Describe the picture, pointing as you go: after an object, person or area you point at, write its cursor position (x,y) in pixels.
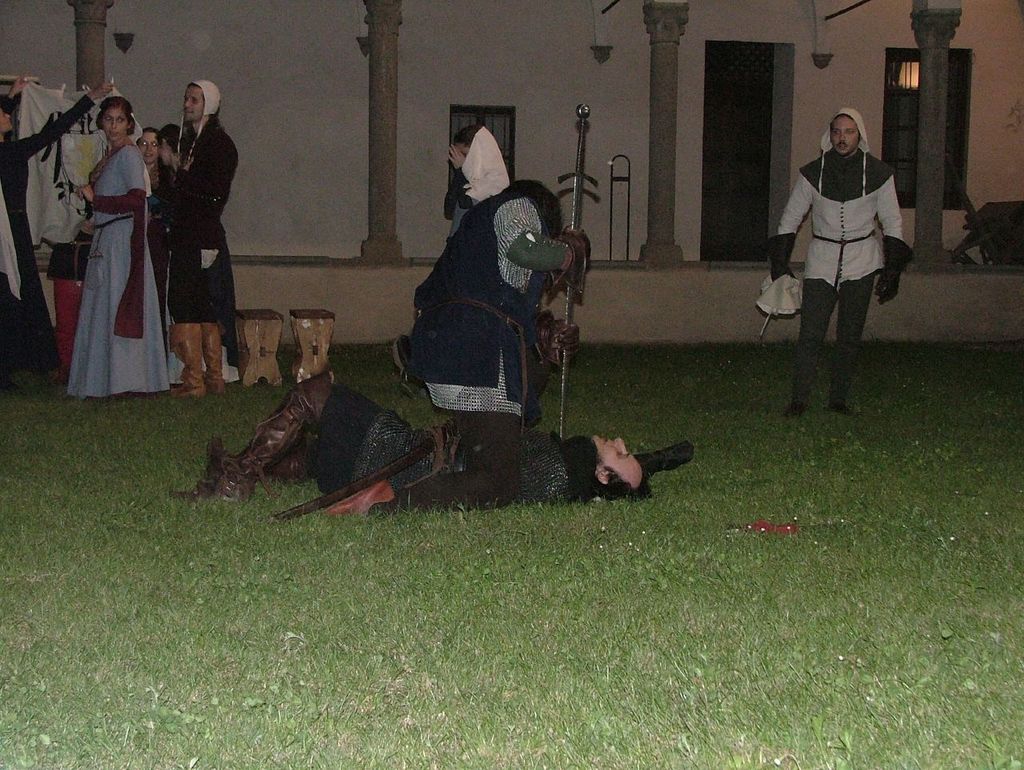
Here I can see two persons (487,386) wearing costumes (493,464) and fighting. In the background (135,251) there are some people (159,224) standing and looking at these people (494,407). At the back of them I can see a building (604,86) along with the pillars (393,77) and a window (891,121). At the bottom of the image (514,672) I can see the grass (453,668).
